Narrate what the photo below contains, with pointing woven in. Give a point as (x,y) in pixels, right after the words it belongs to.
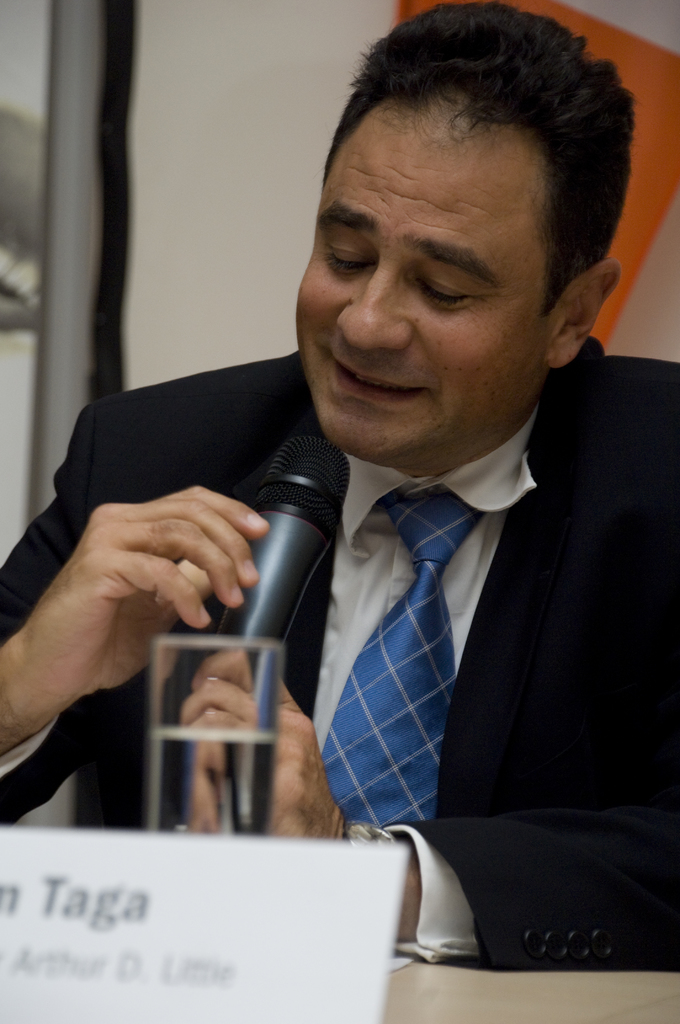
In this image I can see a man (552,784) is holding a mic (301,487). I can also see a smile on his face (412,379).
